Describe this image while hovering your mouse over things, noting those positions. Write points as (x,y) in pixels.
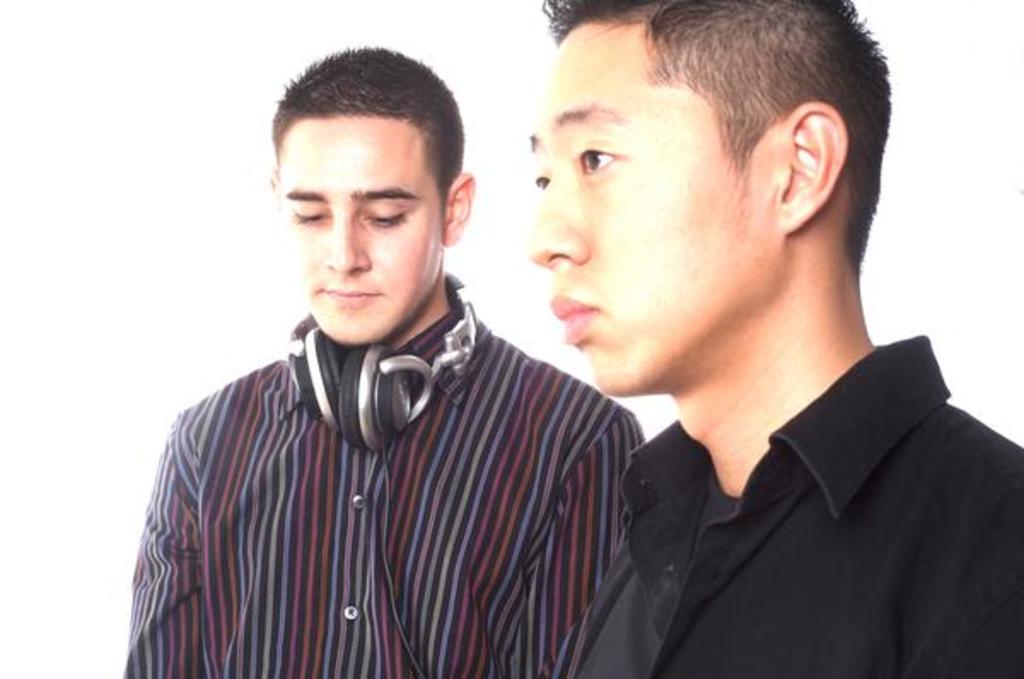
In this image a person (737,461) is wearing a black shirt (926,548), beside there is a person (458,408) having headphones (417,369). Background (26,450) is white in colour.
